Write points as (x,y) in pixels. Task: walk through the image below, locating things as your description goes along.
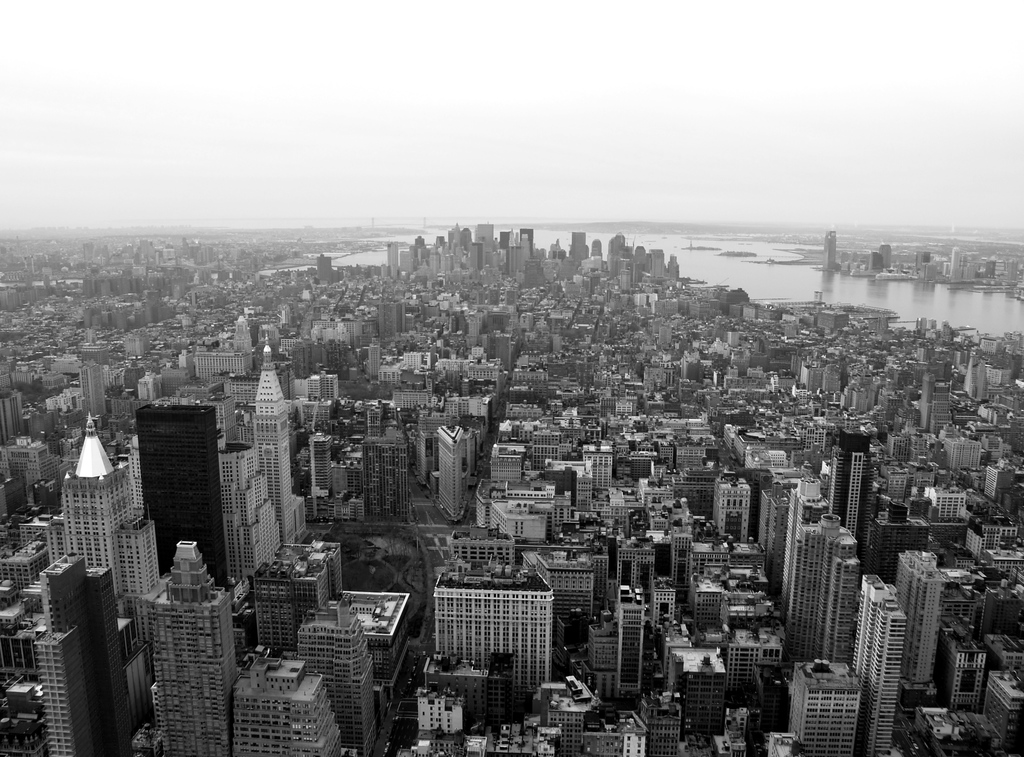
This is a black and white picture. I can see buildings (205,726), water (784,282), and in the background (717,124) there is the sky (610,123).
